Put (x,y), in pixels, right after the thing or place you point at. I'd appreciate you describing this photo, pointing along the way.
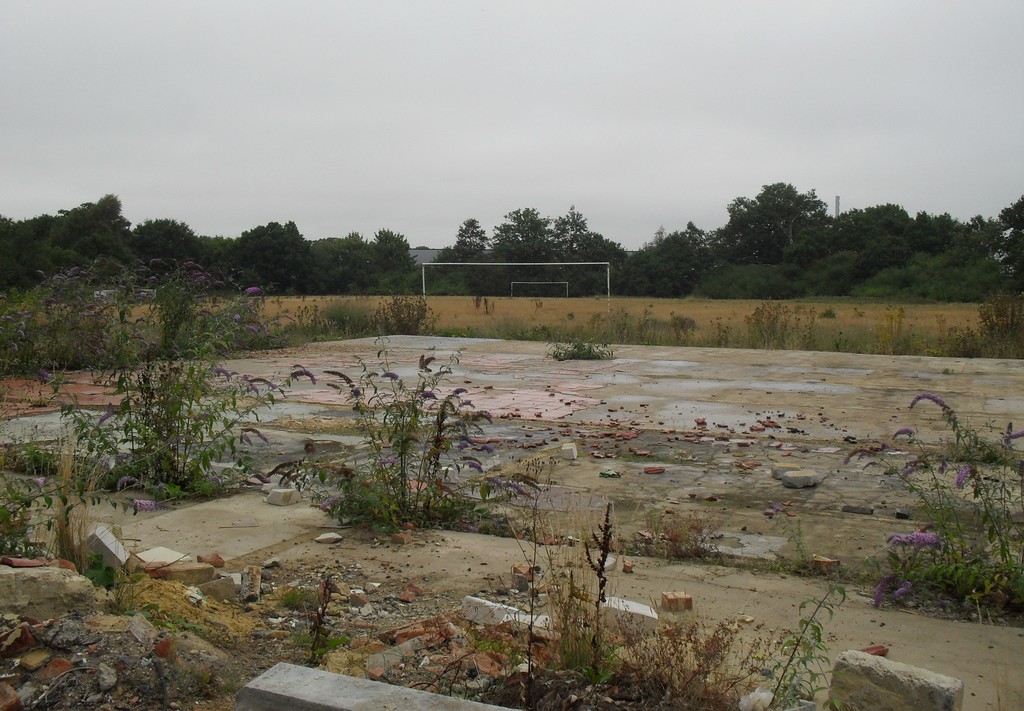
In the picture we can see a land surface (852,541) with some plants (194,440) and some broken stones (69,648) and far away from it, we can see a playground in the background (862,252) we can see many trees (875,237) and the sky (575,166).
